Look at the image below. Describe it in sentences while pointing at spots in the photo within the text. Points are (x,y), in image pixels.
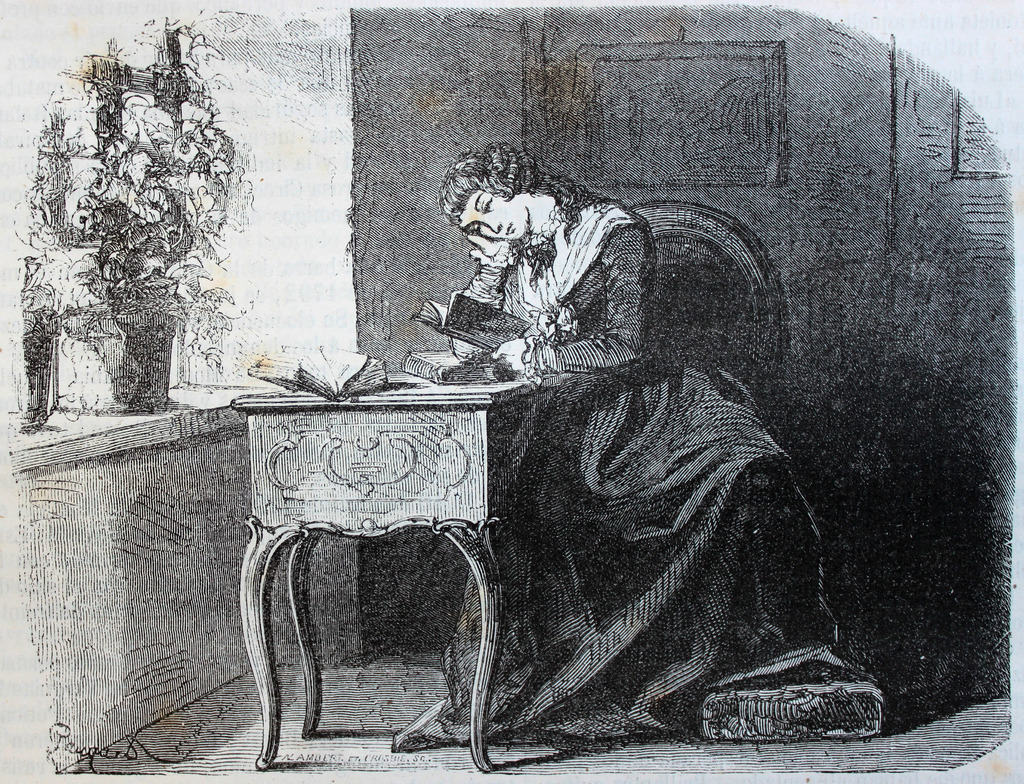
This image consists of a sketch (168,422) on the paper (85,385). In this image there is a sketch (615,364) of a woman (700,550) holding a book (488,325) and reading. There is a table (309,456) with a few books (442,365) on it. On the left side of the image (128,345) there is a plant (83,268) in the pot (110,348) and there is a wall (135,450).
